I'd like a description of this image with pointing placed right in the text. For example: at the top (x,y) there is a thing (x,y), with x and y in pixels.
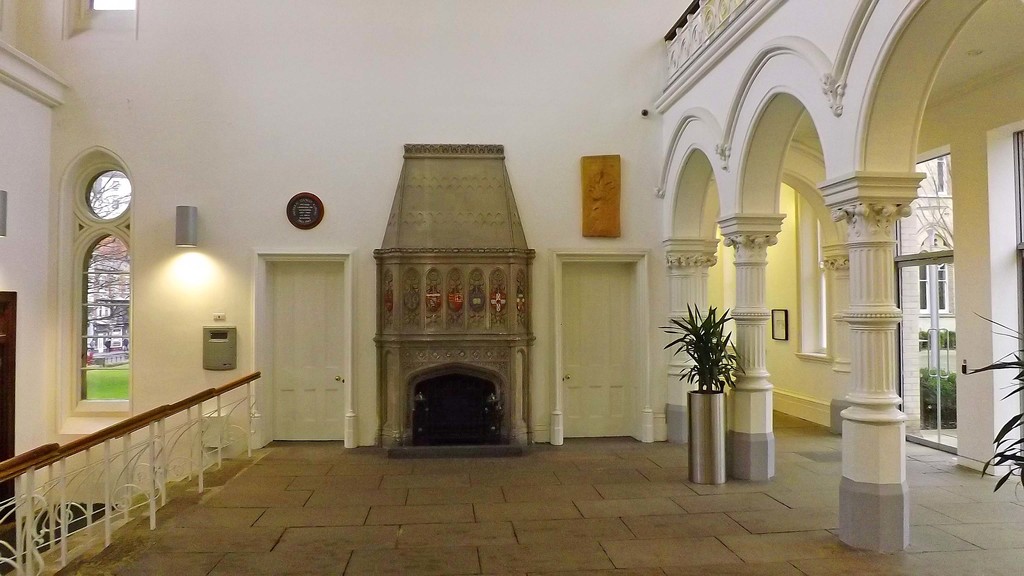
In this image there is a staircase (60,570) in the left corner (250,373). There is a potted plant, pillars (752,298) with roofs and doors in the right corner (931,400). There is a floor (488,465) at the bottom (590,470). There are doors (623,396), some frames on the wall (609,248) and potted plant (693,336) in the background (703,324).
